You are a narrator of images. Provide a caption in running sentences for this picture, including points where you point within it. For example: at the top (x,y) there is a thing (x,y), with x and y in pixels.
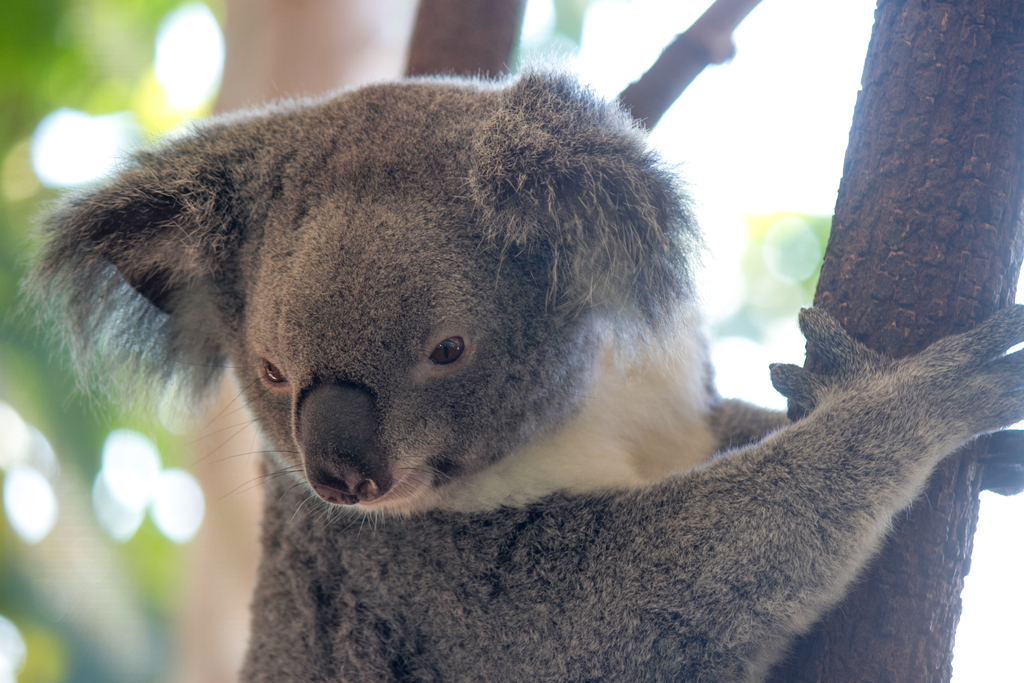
In this picture I can see an animal (398,304) in the middle (584,373), on the right side (847,655) it looks like a bark (1003,70) of a tree (929,44).
